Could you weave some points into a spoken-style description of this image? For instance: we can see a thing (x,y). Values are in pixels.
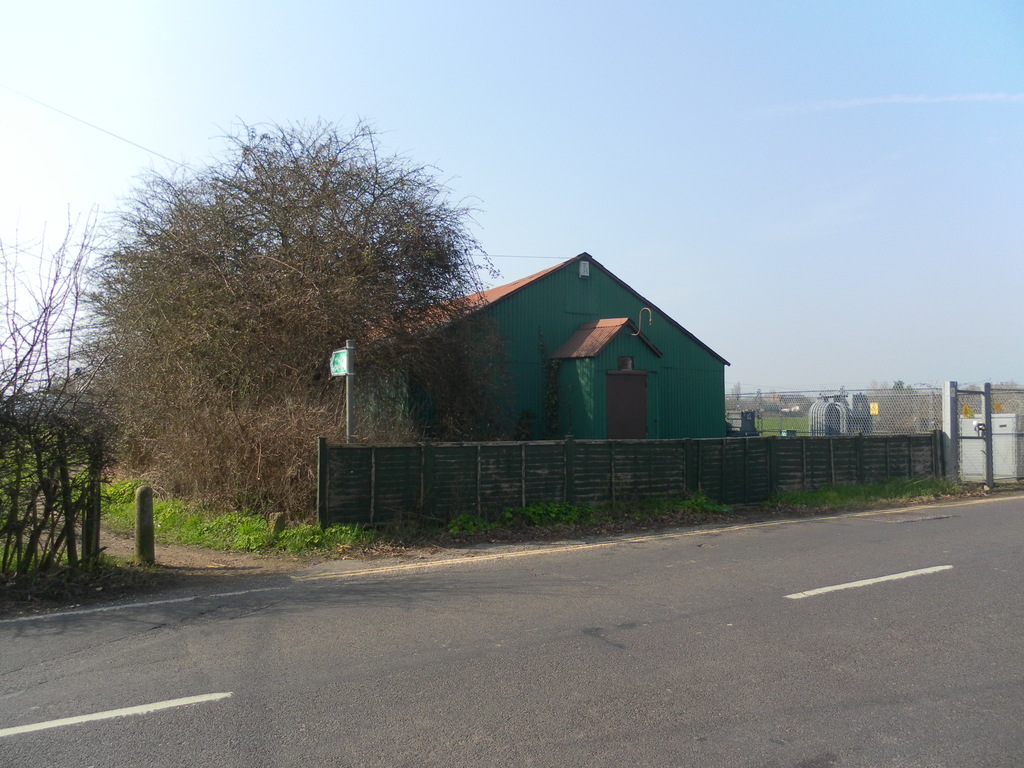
In this picture, we can see house (547,328), ground (250,536) with grass (241,521), trees (194,486), plants (221,423), fencing (961,419), road (238,593), transformer (755,419) and some metallic objects (989,429), and we can see the sky (626,121).
